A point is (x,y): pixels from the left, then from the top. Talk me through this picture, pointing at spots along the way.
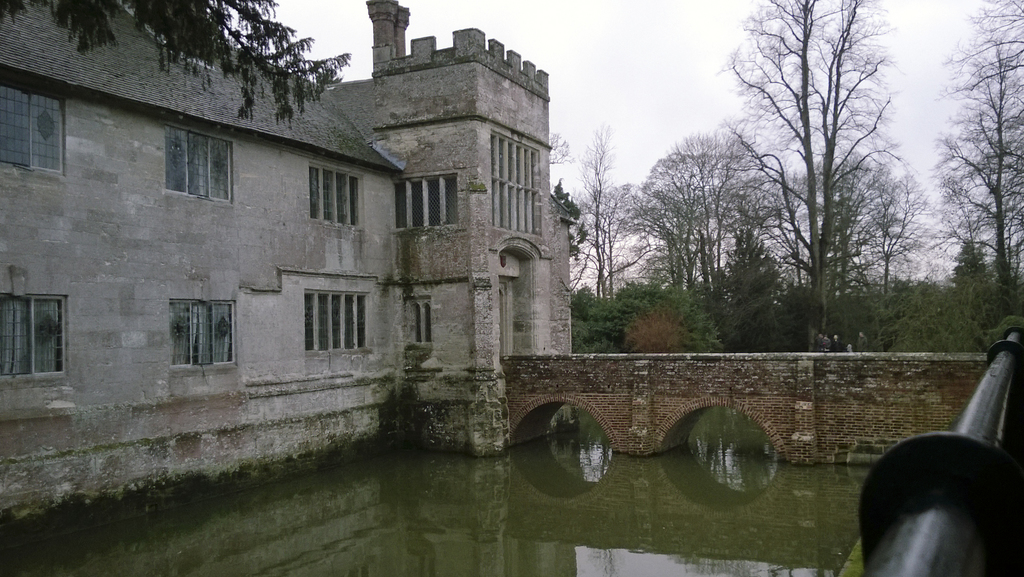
In this picture I can observe a lake (464,527). On the right (955,455) I can observe black color railing (953,461). On the left side (136,274) there is a building (166,211) which is in grey color. In the background (646,230) there are trees (677,219) and a sky (614,89).
